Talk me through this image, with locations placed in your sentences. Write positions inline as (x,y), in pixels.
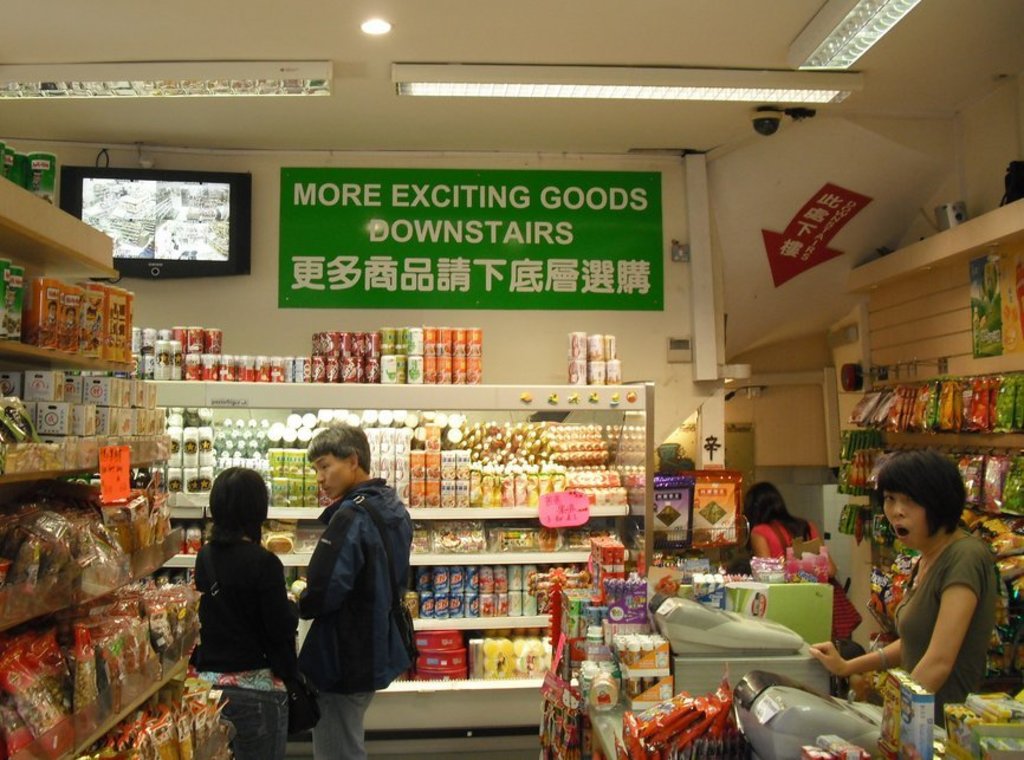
Picture inside of a store (641,253). Lights (721,84) are attached to the ceiling (251,22). Television (180,197), board (599,278) and signboard (792,245) are on the wall (678,158). In these racks (21,361) there are things (335,361). Here we can see people (950,589). In-front of this woman (961,506) there are machines (765,634).
